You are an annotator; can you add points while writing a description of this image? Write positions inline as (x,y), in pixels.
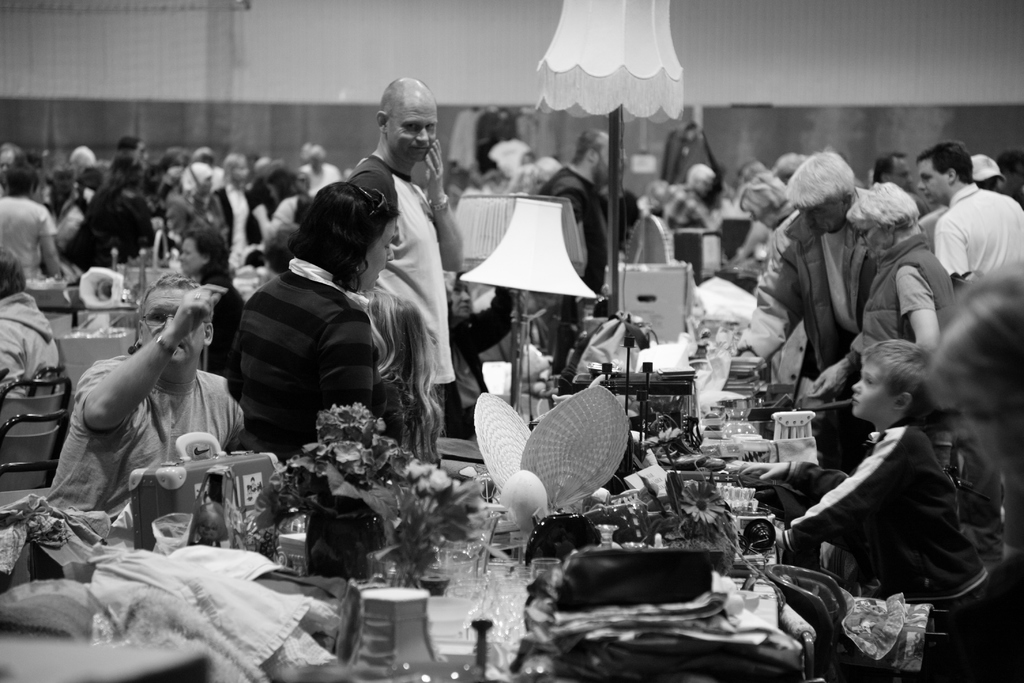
In this picture there are few people (570,196) who are standing. There is a boy (921,514) sitting on the chair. There is a flower pot (444,509), suitcase (237,473), bottle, clothes (572,564) and other objects (612,457) on the table (765,596). There is a lamp (541,289). There are shirts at the background (483,135).
